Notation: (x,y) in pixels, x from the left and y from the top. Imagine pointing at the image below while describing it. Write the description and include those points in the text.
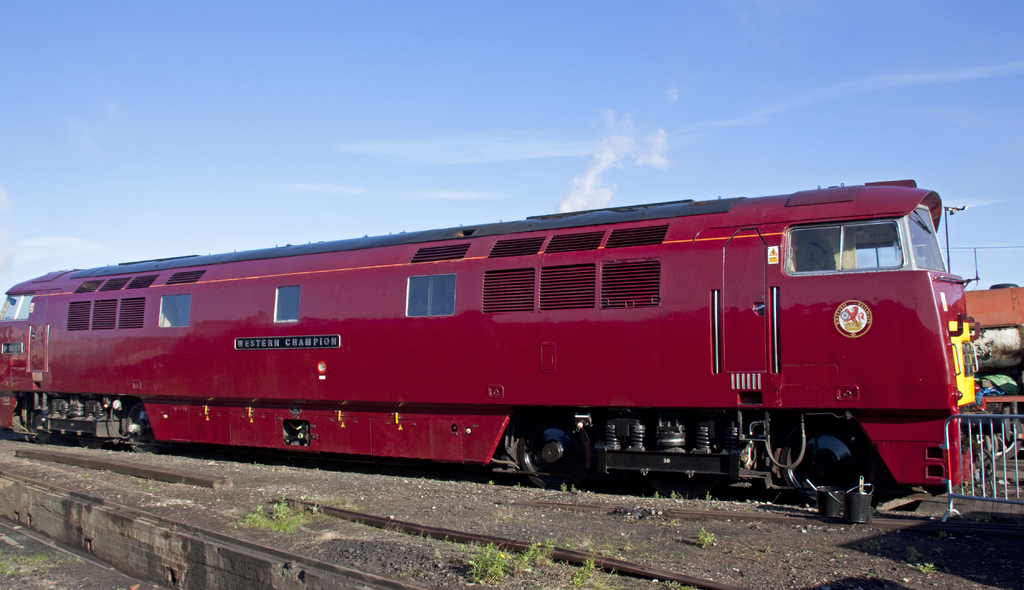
In this image I can see a train (579,350) on the railway track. On the right side (1013,457) there is a railing (1004,501) and a shed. At the top of the image (458,71) I can see the sky (600,77).
